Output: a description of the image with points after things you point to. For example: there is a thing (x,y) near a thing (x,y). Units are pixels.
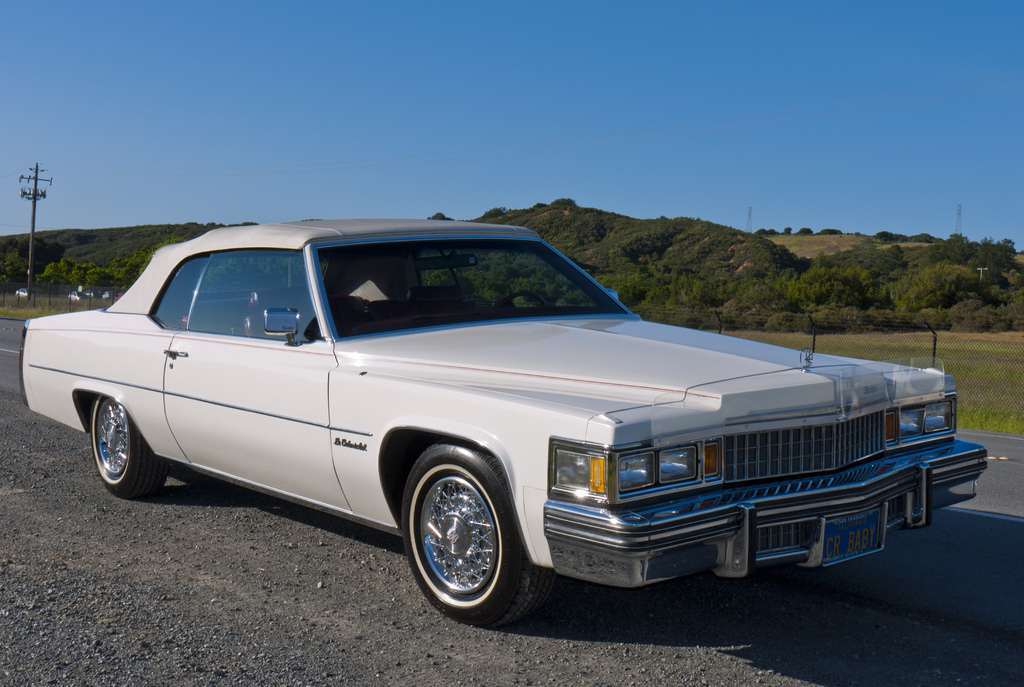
In this image we can see a car (364,447) on the road (556,633). Behind the car (186,267), pole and plants (739,260) are there. At the top of the image (328,112) blue color sky (535,44) is present.
